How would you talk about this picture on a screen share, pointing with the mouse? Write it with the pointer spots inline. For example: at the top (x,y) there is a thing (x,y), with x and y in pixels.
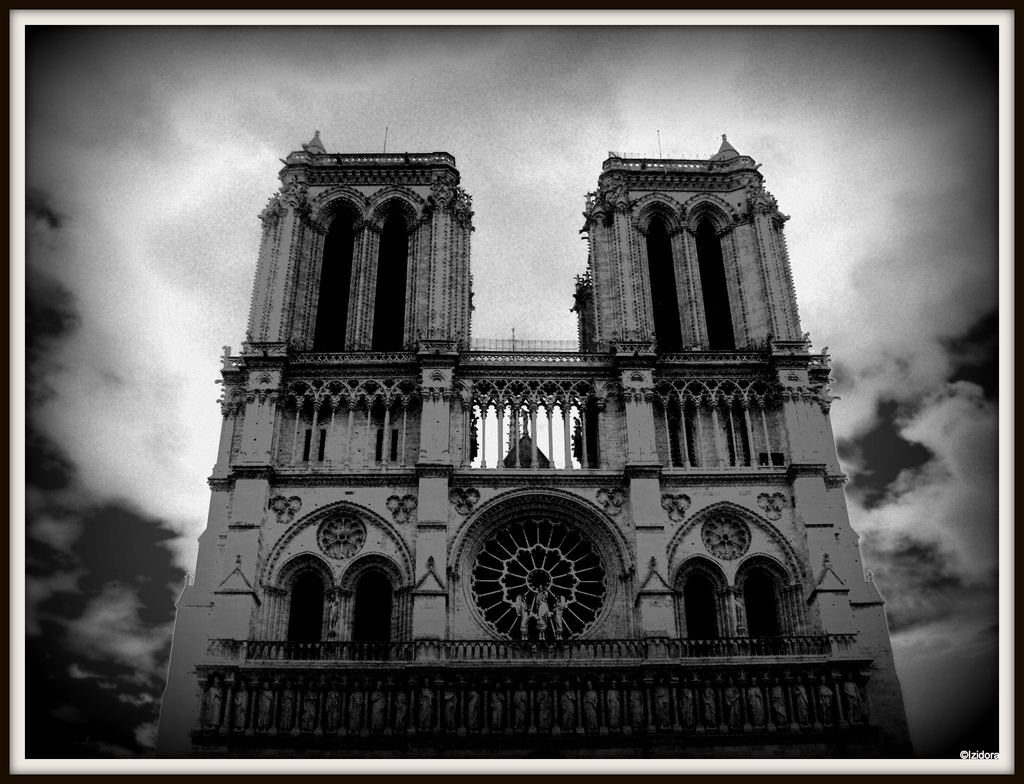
We can see building (503,565) and sky (164,272) with clouds (891,244).
